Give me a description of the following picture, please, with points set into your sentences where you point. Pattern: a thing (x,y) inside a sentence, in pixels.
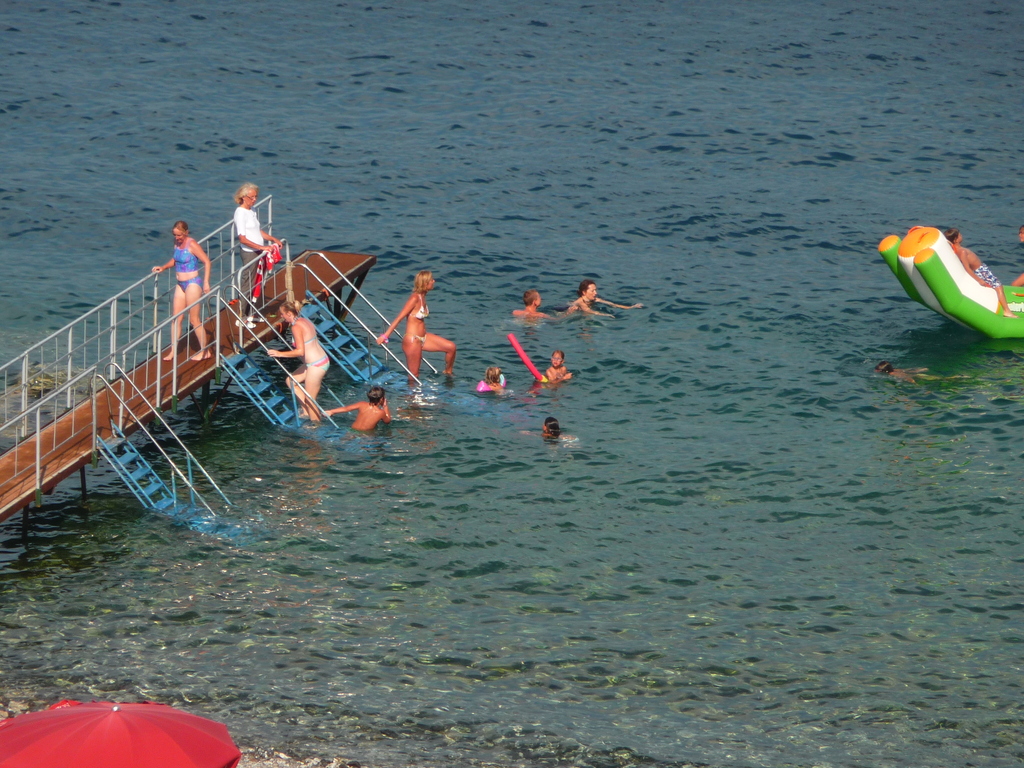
This image is taken outdoors. At the bottom of the image (591,598) there is water (855,299). On the left side of the image (32,469) there is a pier (190,362) with railings (123,386) and staircases (254,403). In the middle of the image (400,344) a few are playing in the water (467,318) and a few are standing on the pier (238,305). At the bottom of the image (109,746) there is an umbrella (172,723).
